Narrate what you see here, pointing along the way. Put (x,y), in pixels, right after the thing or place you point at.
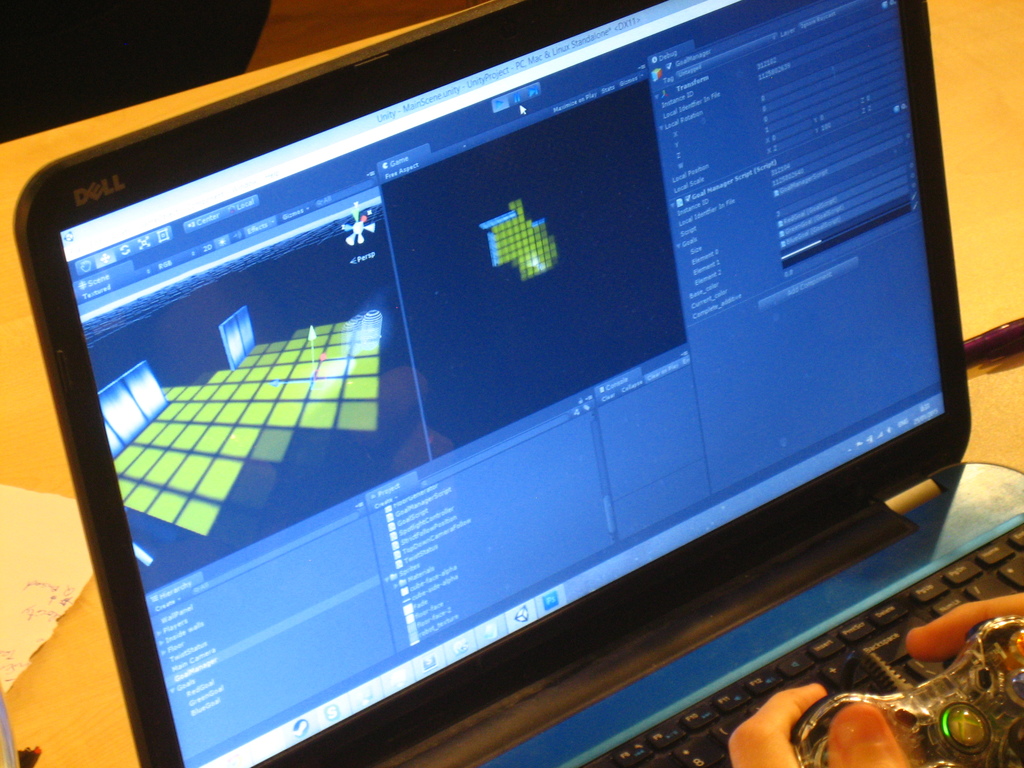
In this picture, we can see a laptop (451,590) and a person's hand (867,732) holding some object (1015,764), we can see the background (73,625).
